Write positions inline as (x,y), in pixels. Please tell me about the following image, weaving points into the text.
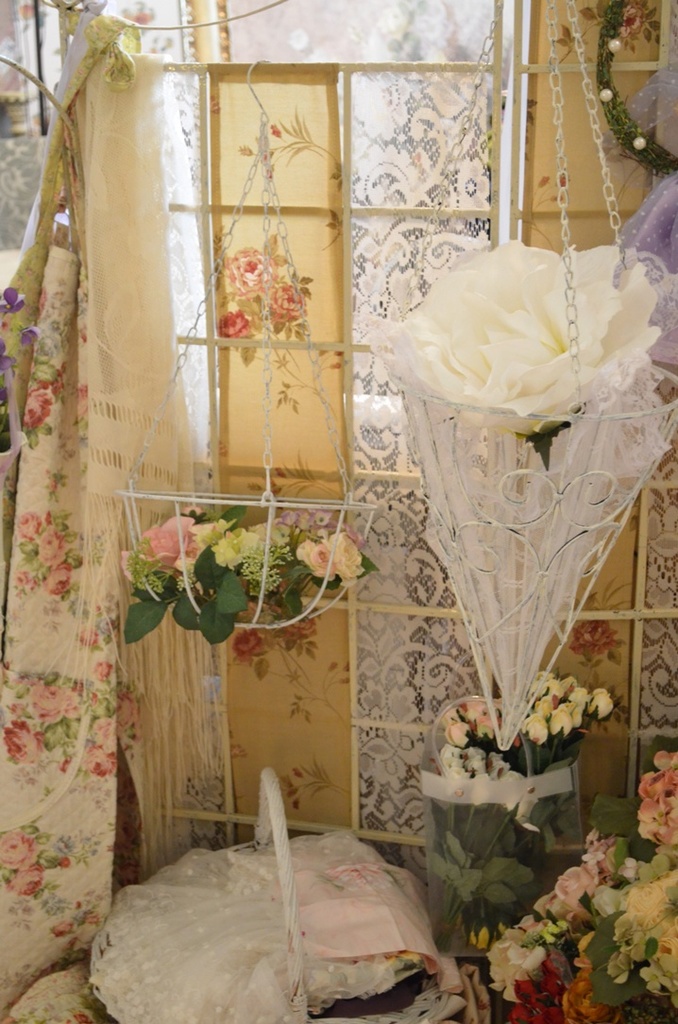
In this image I can see there are flowers (551,1006) in the baskets (511,683) and other things (383,664). On the left side (6,858) there are clothes (145,701).
